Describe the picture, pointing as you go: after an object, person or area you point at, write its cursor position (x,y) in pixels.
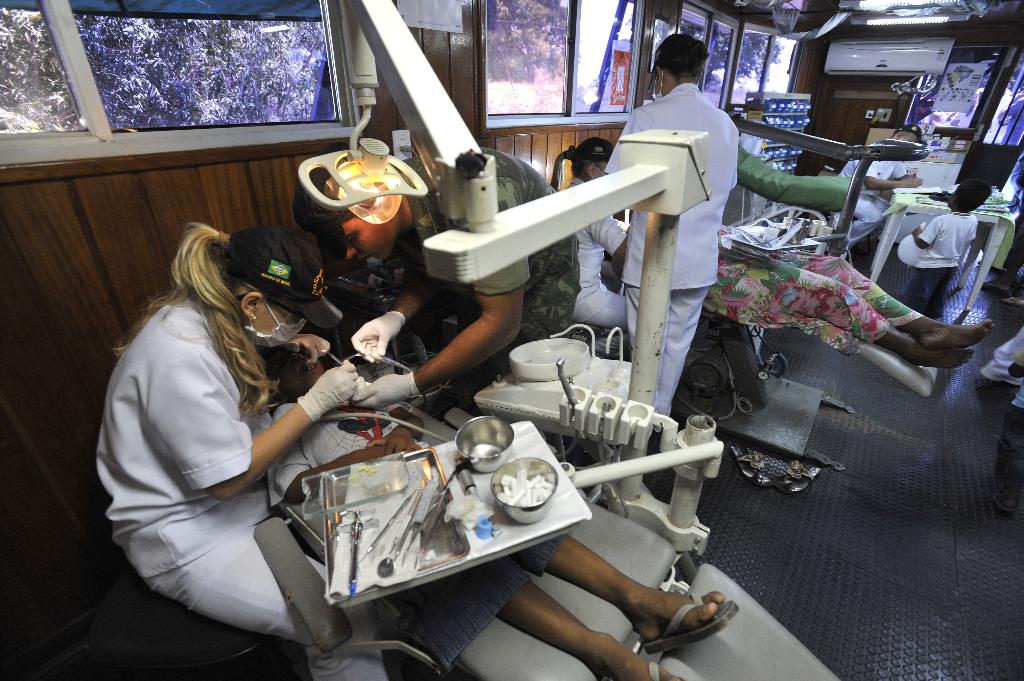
In the foreground of this image (609,490), there are machinery (692,189), where we can see people (609,579) sitting on the beds (606,608) and also few are standing and sitting around the machinery (553,401). This image also includes bowls (483,456), few medical tools (407,529), tables (943,196), floor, AC (867,65), glass windows (540,61) and through the window (504,50) we can see the trees (519,51).
